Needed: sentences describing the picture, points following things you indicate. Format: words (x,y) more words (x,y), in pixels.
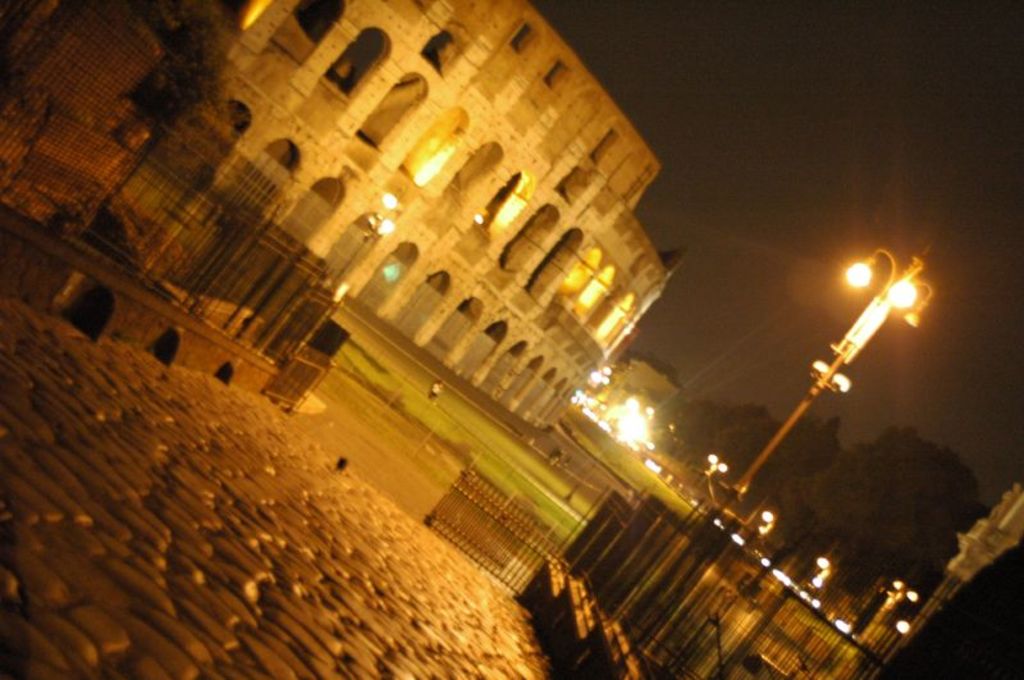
This image is taken during the night time. In this image we can see the building (394,58), trees (918,545), light poles (907,593), fence (808,679), path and also the road (545,432). We can also see the sky (898,132).
